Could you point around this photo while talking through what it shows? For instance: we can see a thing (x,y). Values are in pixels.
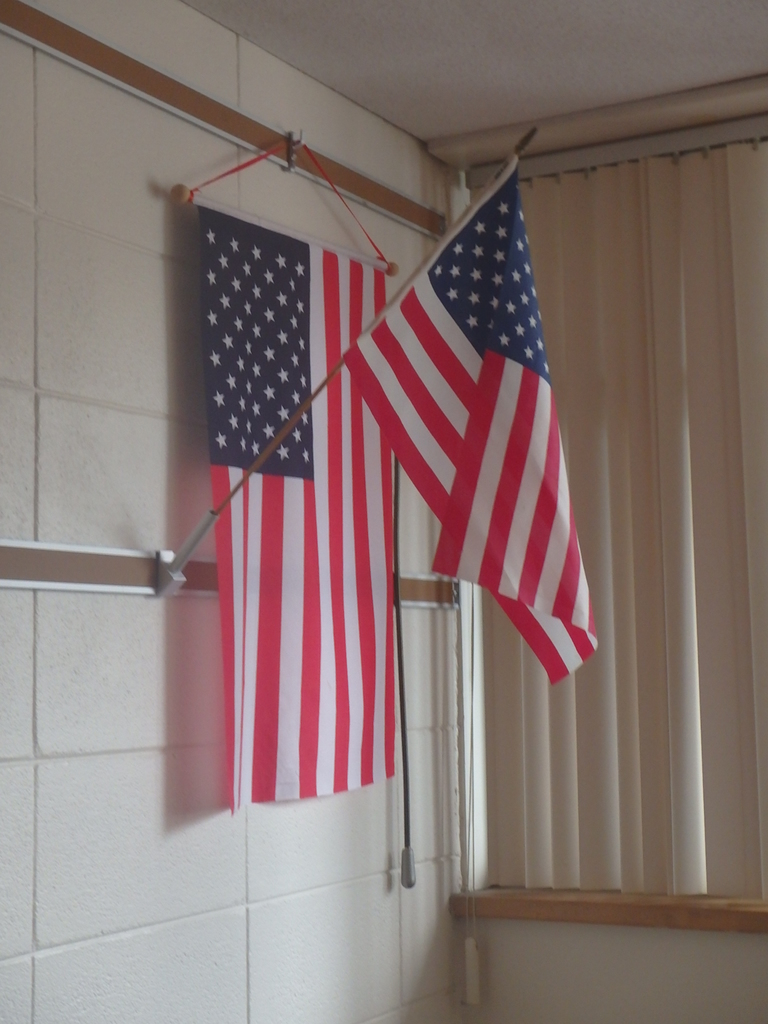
In this picture we can see flags (301,618), wall (116,632) and some objects (114,575) and in the background (613,302) we can see a roof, curtain (630,506).
